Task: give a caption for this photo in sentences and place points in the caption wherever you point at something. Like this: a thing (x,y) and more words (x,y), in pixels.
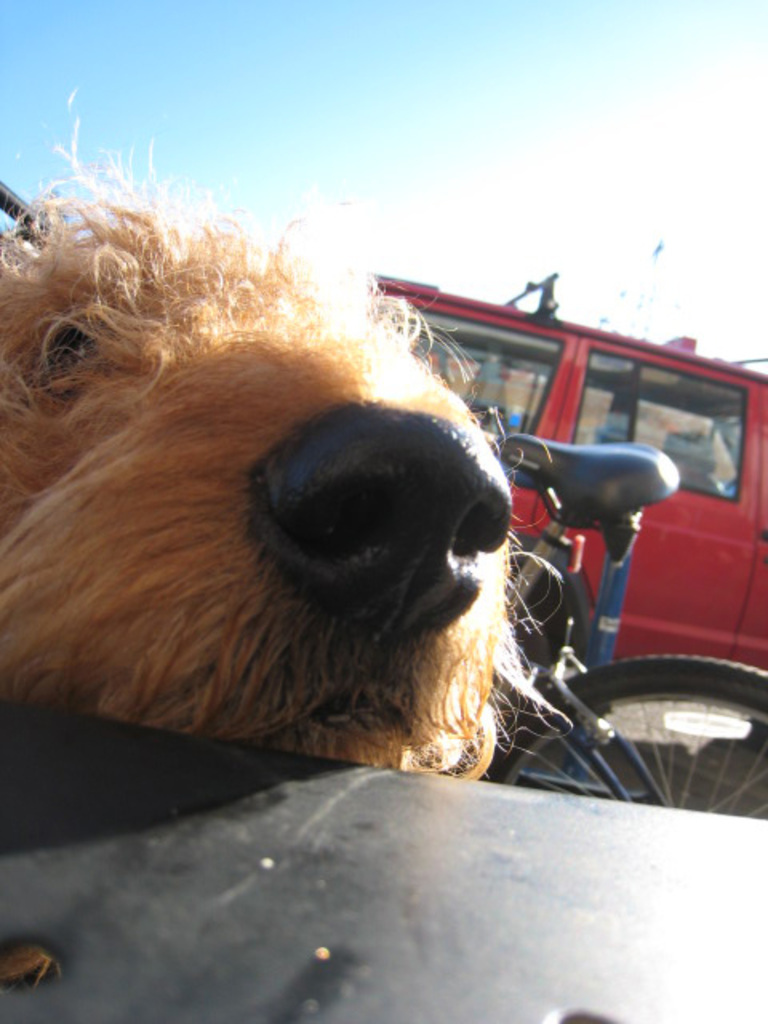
In this image, we can see a dog (86,441) and in the background (613,385), there is a van (593,420) and we can see a bicycle (585,669). At the bottom (173,930), there is a table (322,860) and at the top (173,46), there is sky (262,72).
